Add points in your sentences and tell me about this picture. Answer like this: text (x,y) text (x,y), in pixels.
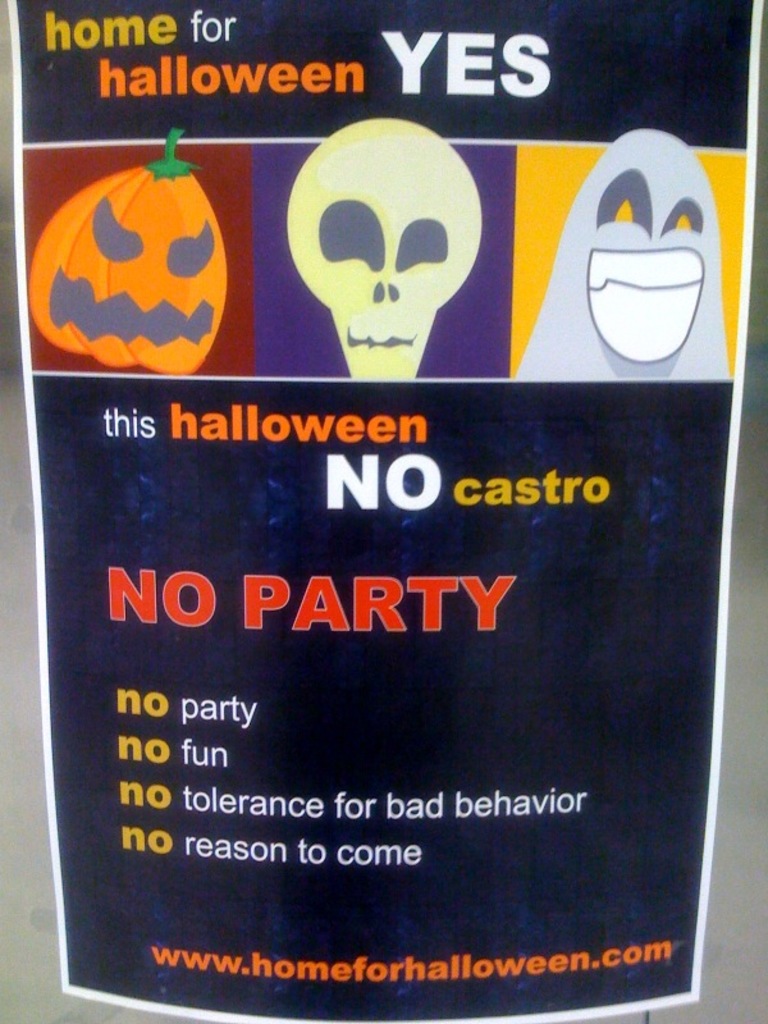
In this image we can see a poster (263,753) which is in dark blue color on which we can see pictures (292,206) and some text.
